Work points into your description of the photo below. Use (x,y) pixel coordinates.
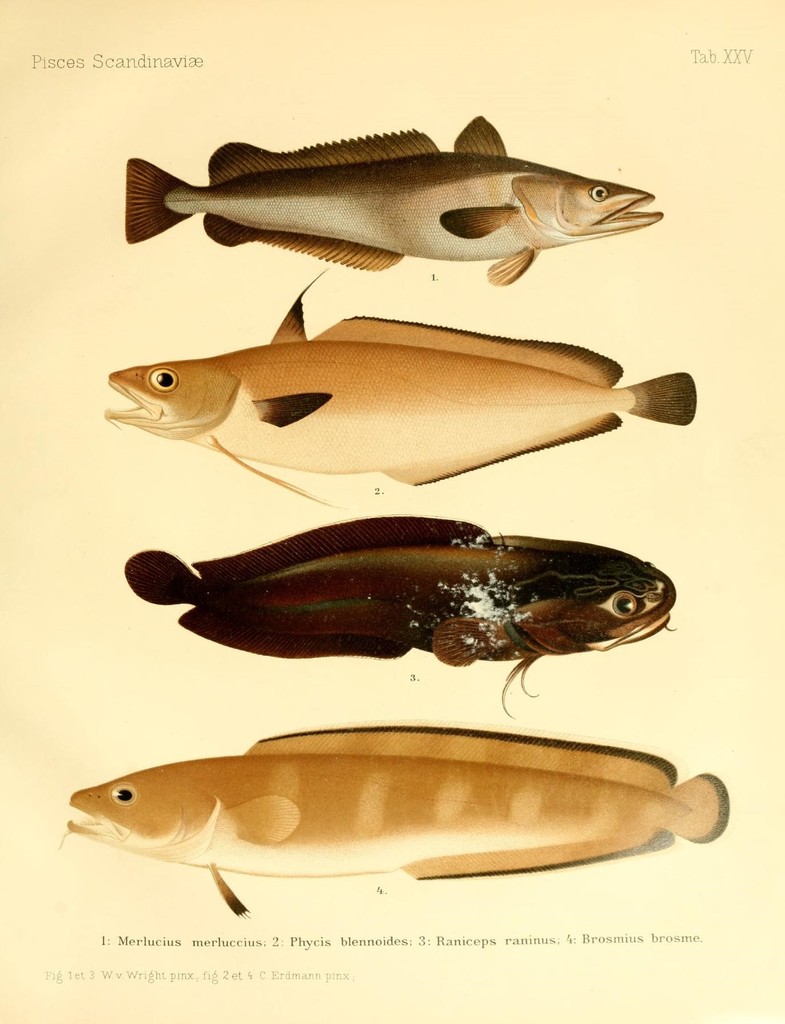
In this image we can see a paper (229,521). On that there are different types of fishes (355,333). Also there are some text (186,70) on the paper (377,937).
